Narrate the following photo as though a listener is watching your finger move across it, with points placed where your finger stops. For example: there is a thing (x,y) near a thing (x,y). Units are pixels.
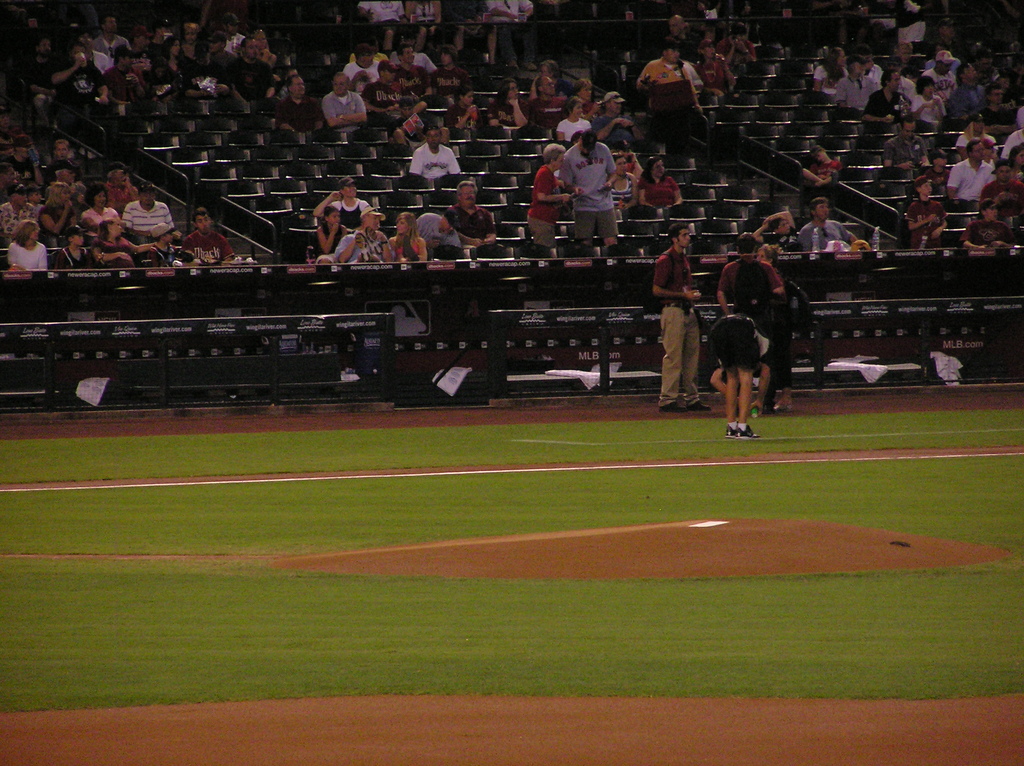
In the picture I can see people (748,366), among them some are standing and some are sitting on chairs (481,144). I can also see the grass (462,530), fence (314,324), chairs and some other things (424,324).
